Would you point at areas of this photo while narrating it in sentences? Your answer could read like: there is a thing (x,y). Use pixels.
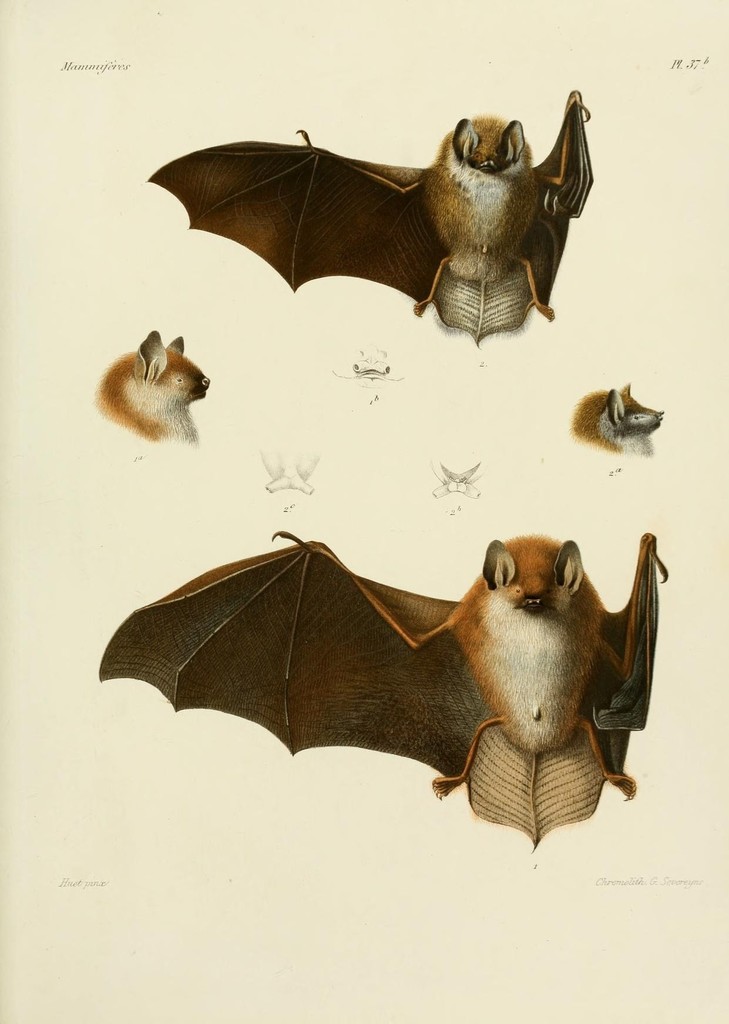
This image consist of bats (201,166). They are in brown color. This looks like a painting.
